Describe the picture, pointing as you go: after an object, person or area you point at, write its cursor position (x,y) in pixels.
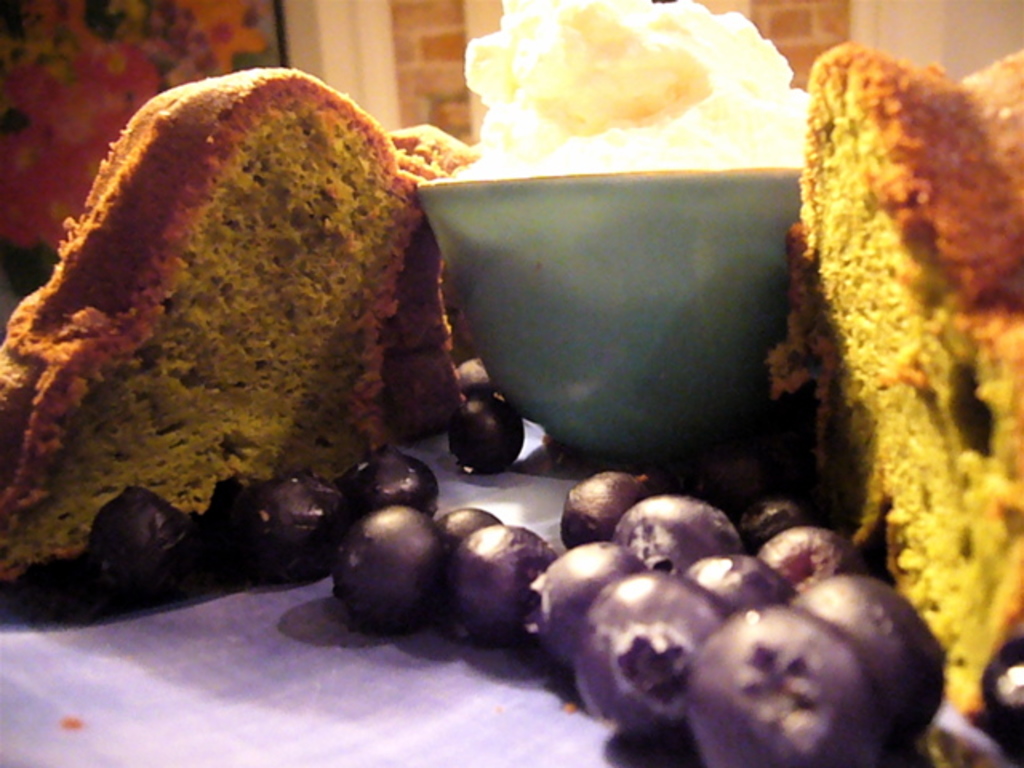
In this image, I can see two pieces of cake (374,334), blueberries (463,581) and a cup (557,408). This cup (617,327) is filled with some food item (619,114). This is the cloth (276,669), which is lavender in color.
